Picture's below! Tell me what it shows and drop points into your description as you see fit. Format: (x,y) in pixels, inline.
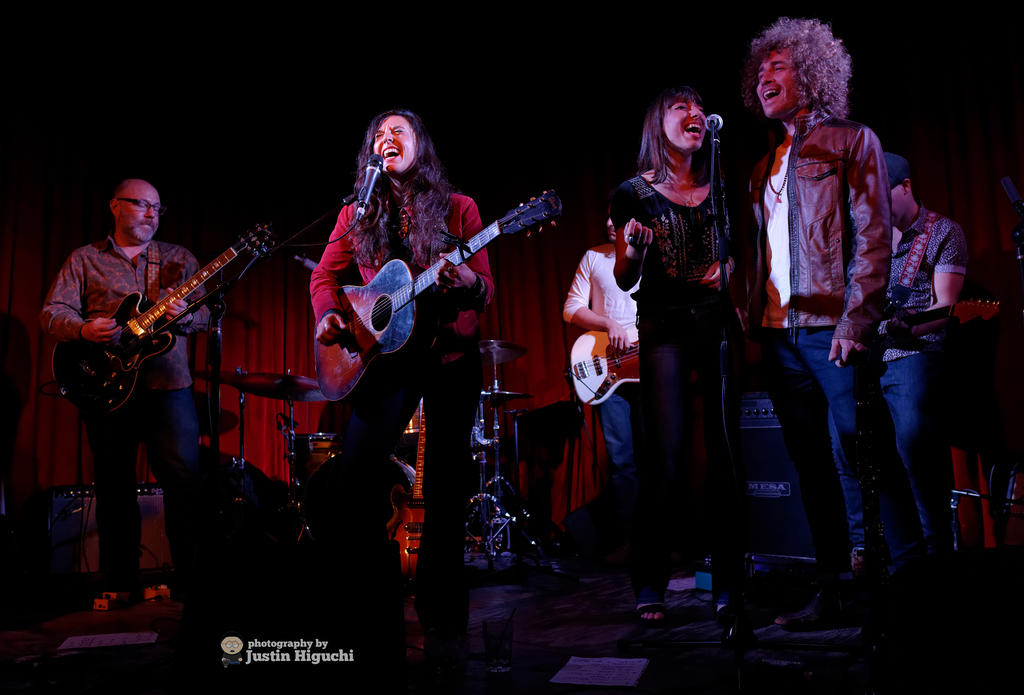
In this picture there are six people (833,264) standing on the dais (619,630) and in the center (367,253), there is a person (419,153) singing and playing the guitar (361,293), on to right (779,400) there are two persons (788,393) a man (816,182) and woman (639,230) singing, they also have a microphone (709,120) in front of them. There is a man (86,253) standing over here holding the guitar (83,383) and another person (606,328) standing here holding the guitar (608,342) and in the backdrop (535,402) that there is a drum set (497,408) and there is a curtain (535,311).
